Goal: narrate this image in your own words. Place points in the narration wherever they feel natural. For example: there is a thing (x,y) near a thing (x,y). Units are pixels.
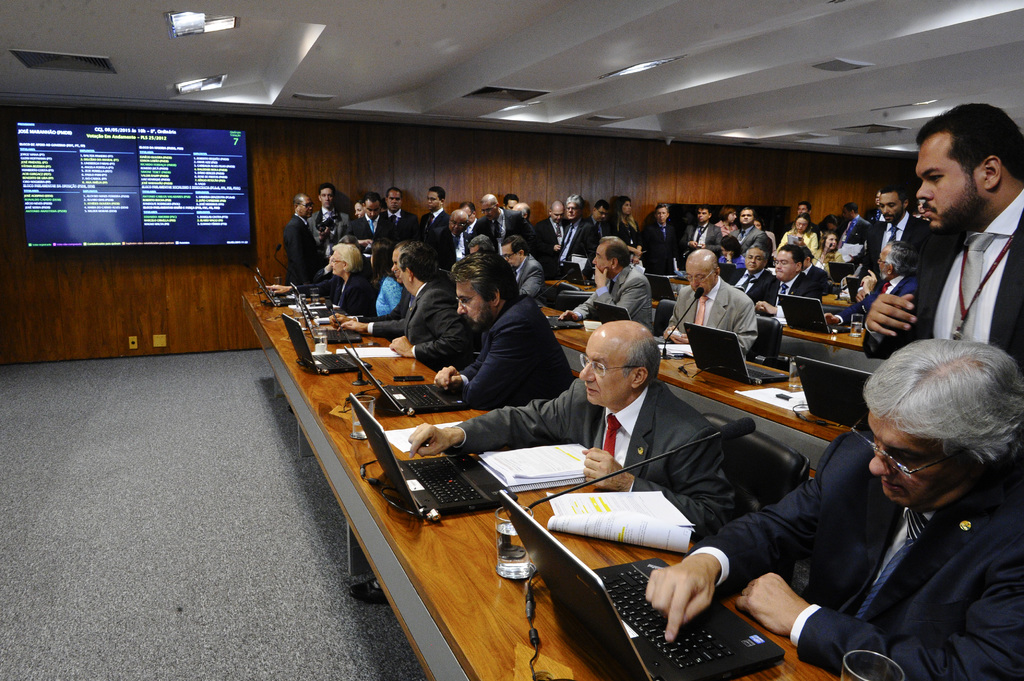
In this image I can see number of persons (613,351) wearing white shirts (640,410) and blazers (591,410) are sitting on chairs (773,451) which are black in color in front of desks (460,548) which are brown in color. On the desk (408,535) I can see few laptops (411,471) which are black in color, few papers (585,505), few glasses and few wires (529,611). In the background (374,139) I can see few persons (496,222) standing, the wall (741,186) which is brown in color, a screen (74,136), the ceiling (417,26) and few lights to the ceiling (492,104).
